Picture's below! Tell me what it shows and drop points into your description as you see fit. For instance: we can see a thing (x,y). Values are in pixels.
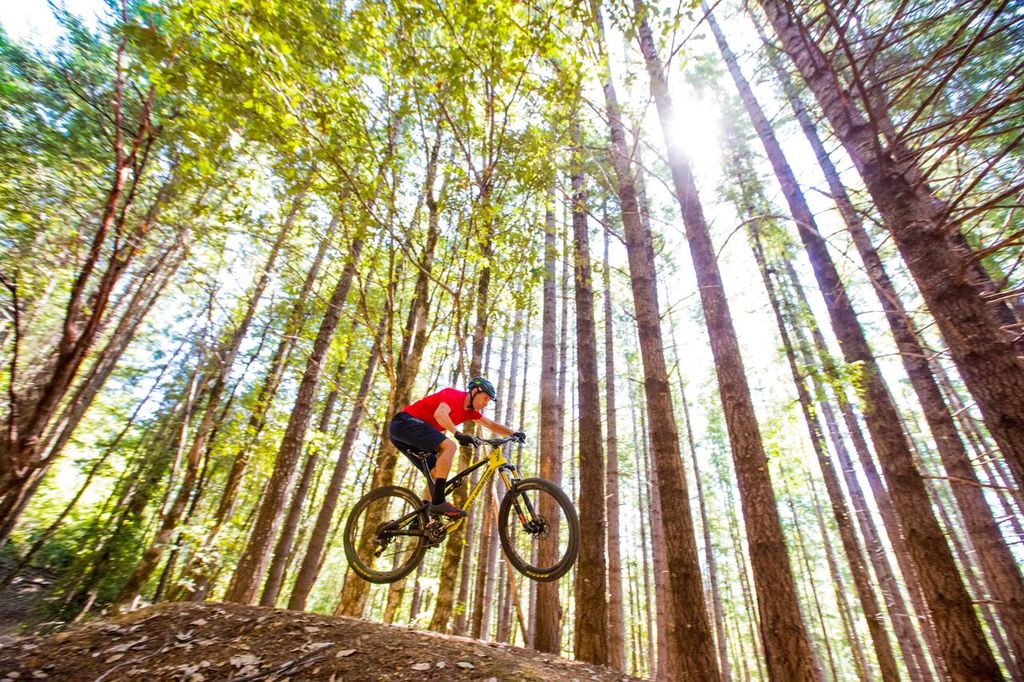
In this image we can see a person (454,452) riding a bicycle (426,473), which is in the air (428,584), beneath the bicycle (457,521) there is a path (298,623). In the background of the image (644,343) there are trees (212,147).
